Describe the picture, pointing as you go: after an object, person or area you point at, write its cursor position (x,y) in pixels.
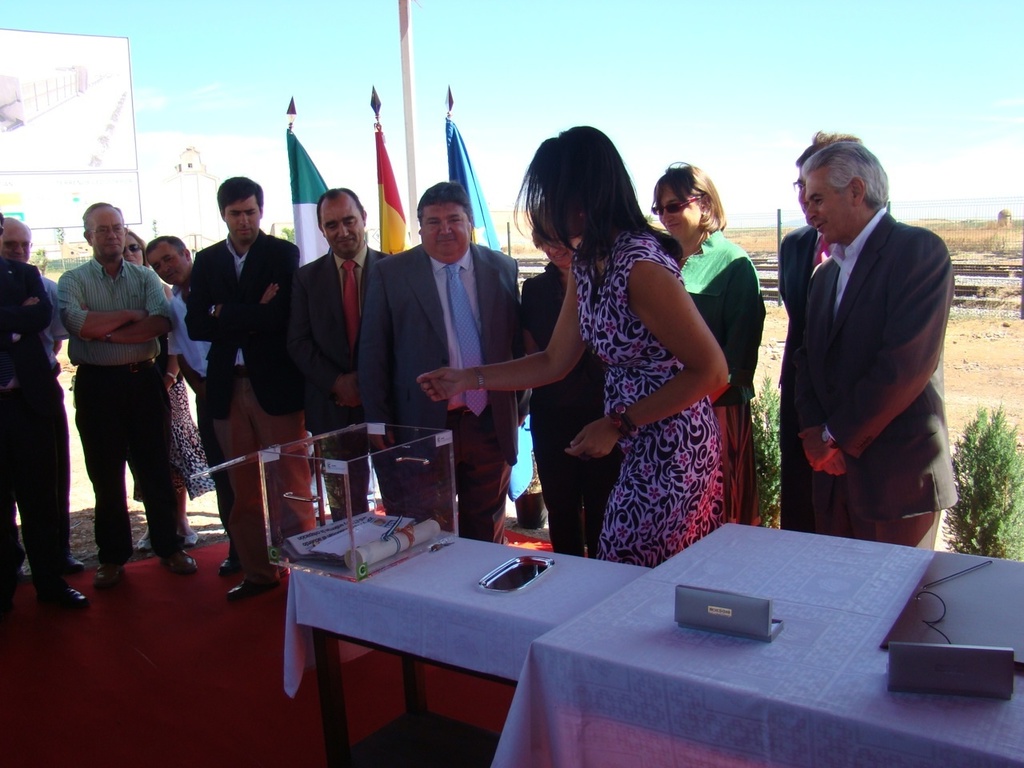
In this image there are many people (725,222) standing. In the middle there is a table (569,583). On the table (579,594) there is a glass box (363,498) inside the glass box (333,471) there are few paper rolls (390,554). Beside it there is another table (763,581) on this table (758,581) there is box (894,654) and other stuffs (924,636). in the middle (516,501) there are three flags (311,178). In the left top corner (37,93) there is hoarding (97,154). In the right (994,527) there are plants (968,462) behind the people (828,444). In the background (967,422) there is a ground (958,226). the sky (688,60) is clear. There is a red carpet (148,711) on the ground (108,712).
